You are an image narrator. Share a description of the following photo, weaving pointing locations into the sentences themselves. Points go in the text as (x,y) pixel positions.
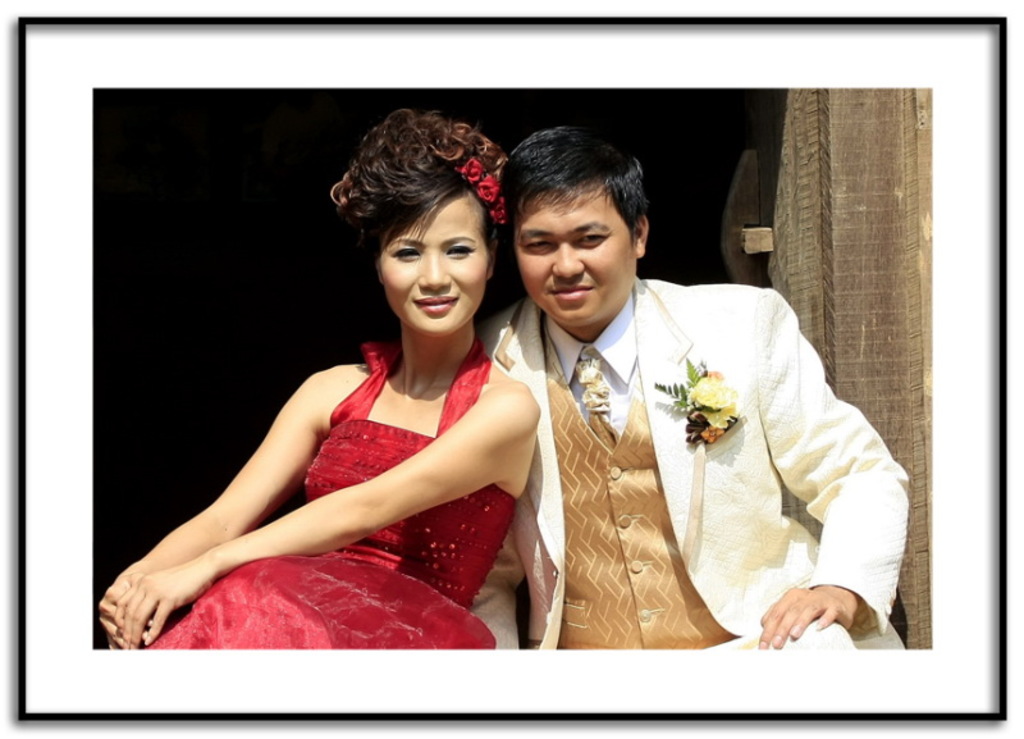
In this image we can see a lady (362,425) wearing red color dress (373,555) and a man (636,355) wearing white color suit (750,500). There is a wooden object (835,279) to the right side of the image (834,254). This image has borders (950,690).
